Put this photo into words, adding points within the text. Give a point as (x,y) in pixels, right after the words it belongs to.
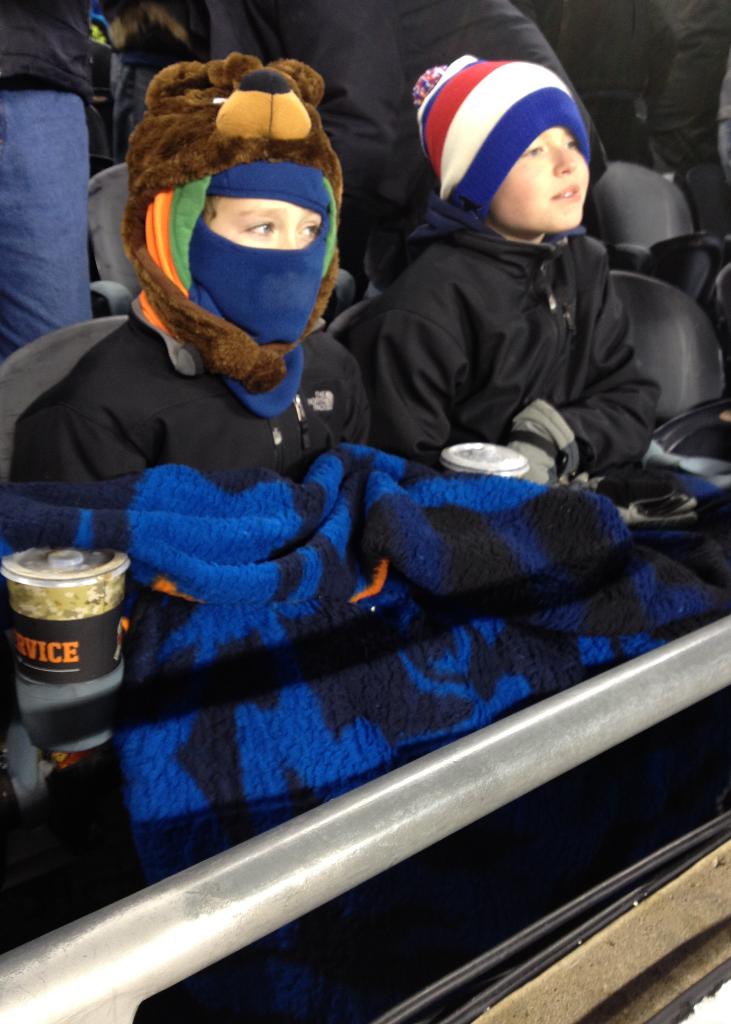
In this image people (264,341) are sitting on the chairs (339,322). Beside them there are food items (63,607).
